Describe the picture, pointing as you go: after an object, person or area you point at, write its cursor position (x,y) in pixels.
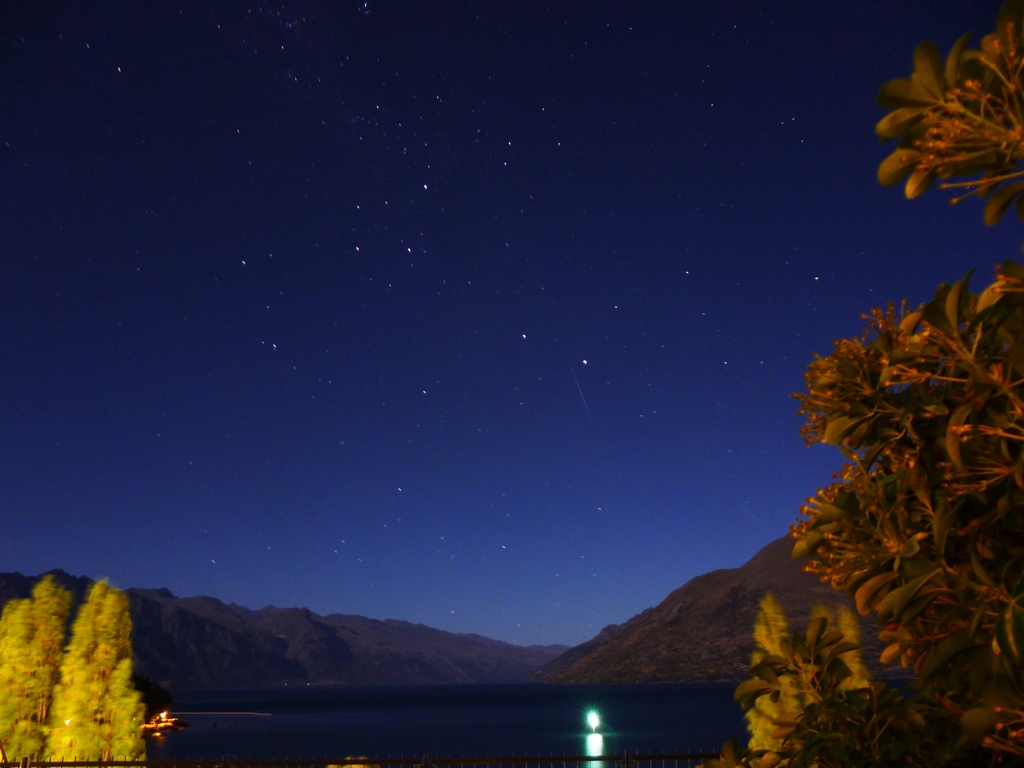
In this image there is a river (410,731), on the either side of the river (206,714) there are trees (58,657), in the background of the image (464,651) there are mountains (451,635), at the top of the image (399,184) there are stars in the sky (421,567).
